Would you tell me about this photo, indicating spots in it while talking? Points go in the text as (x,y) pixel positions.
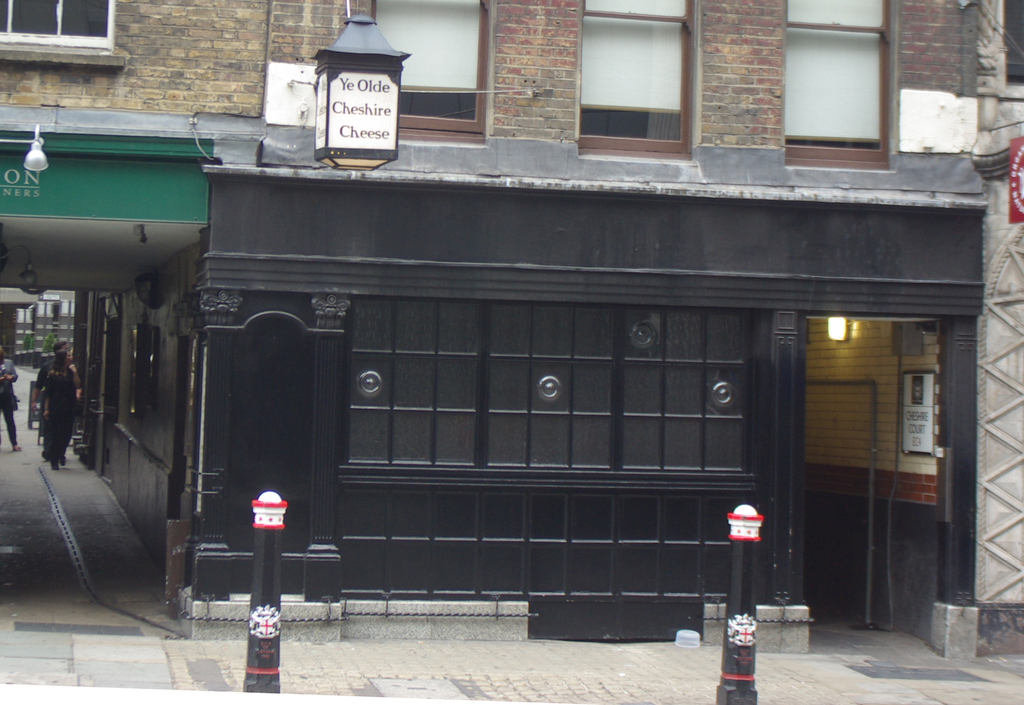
Here we can see poles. We can see board (919,421) on a wall (852,324). This is a light (834,330). Here we can see windows (622,66) and a wall (292,58) with bricks (157,70). We can see people (58,354) at the left side of the picture (63,421). This is a road (424,668).
